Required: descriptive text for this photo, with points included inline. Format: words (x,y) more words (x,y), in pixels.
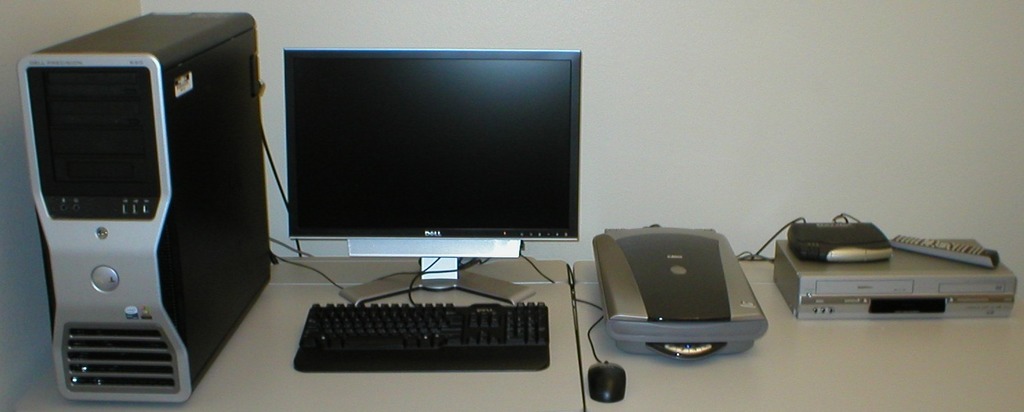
In this image I can see a CPU (207,187), a monitor (333,187), a keyboard (459,310), a mouse (589,386), a remote (998,264) and few more machines (783,266).
